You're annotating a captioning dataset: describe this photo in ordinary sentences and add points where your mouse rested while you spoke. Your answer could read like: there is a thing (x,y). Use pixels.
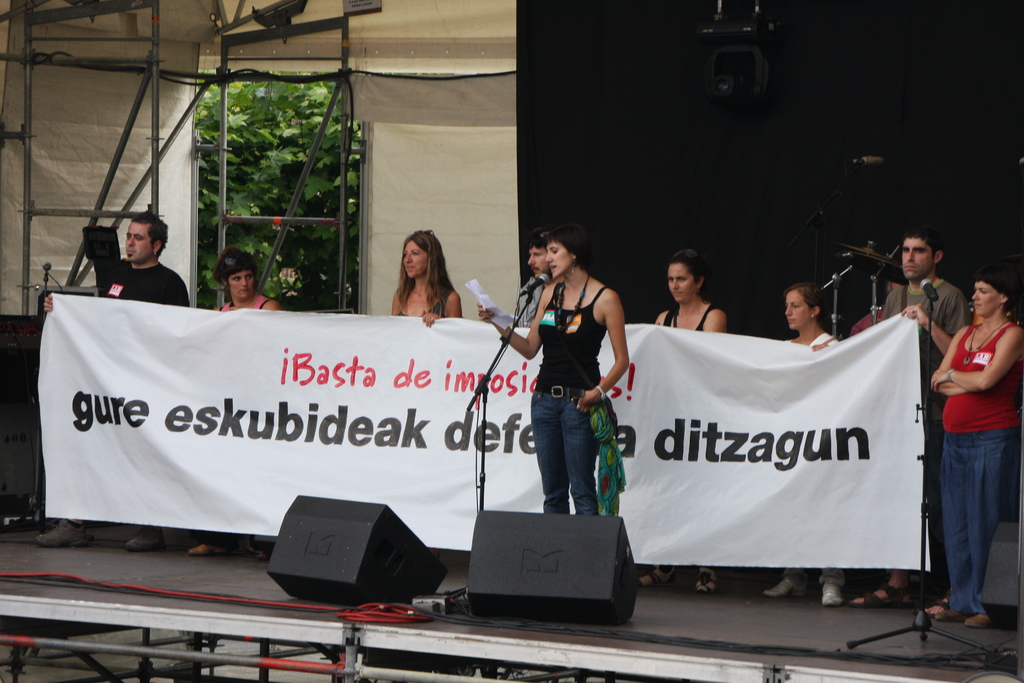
In the center of the image (582,447) we can see a group of people (959,406) standing on the stage (748,631) holding a banner (890,406) with some text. One woman (563,382) is holding a paper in her hand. In the foreground (605,544) we can see a microphone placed on stand (473,404), speakers (385,565) and some cables (705,639). In the background of the image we can see a microphone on a stand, musical instruments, poles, tent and a group of trees (314,194).
